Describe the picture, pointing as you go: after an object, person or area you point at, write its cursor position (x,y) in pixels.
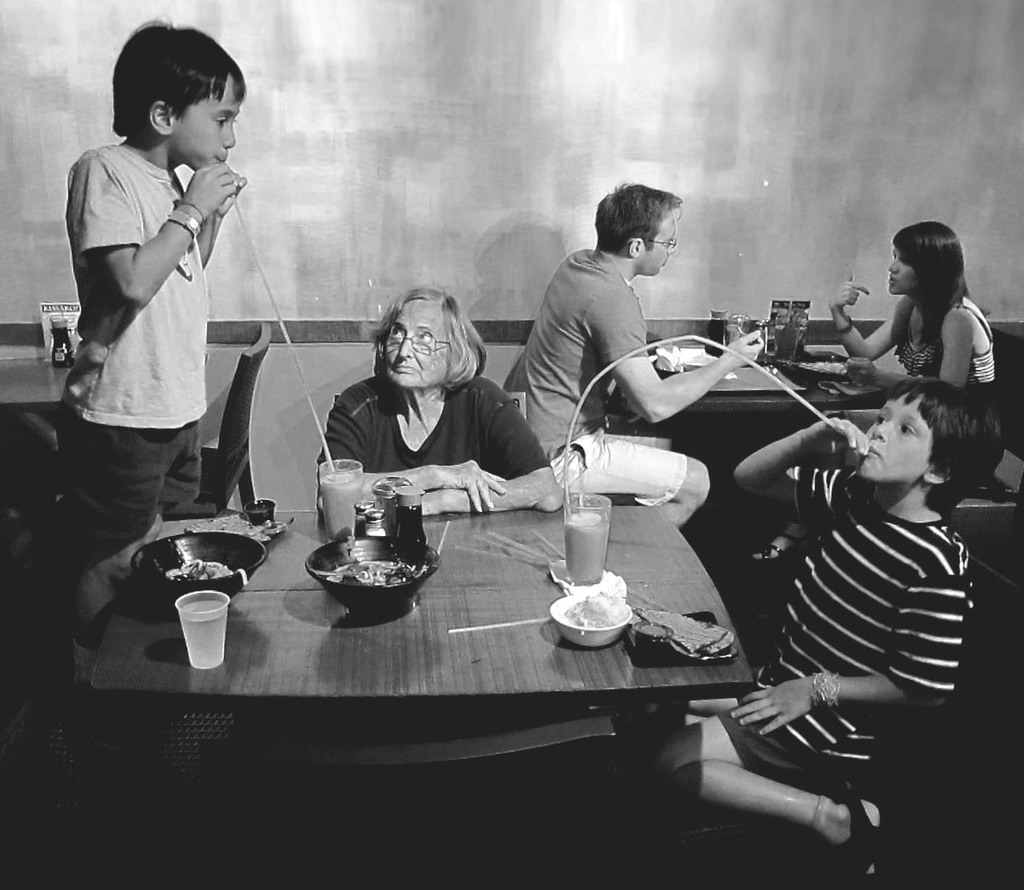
Black and white picture. This persons (859,594) are sitting on a chair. In-front of this person (442,432) there is a table (266,689), on a table (498,598) there is a bowl (396,577), glass (344,467) and jars (375,512). This person (224,181) is standing and holding a straw (330,464). This persons (628,311) are also sitting.
